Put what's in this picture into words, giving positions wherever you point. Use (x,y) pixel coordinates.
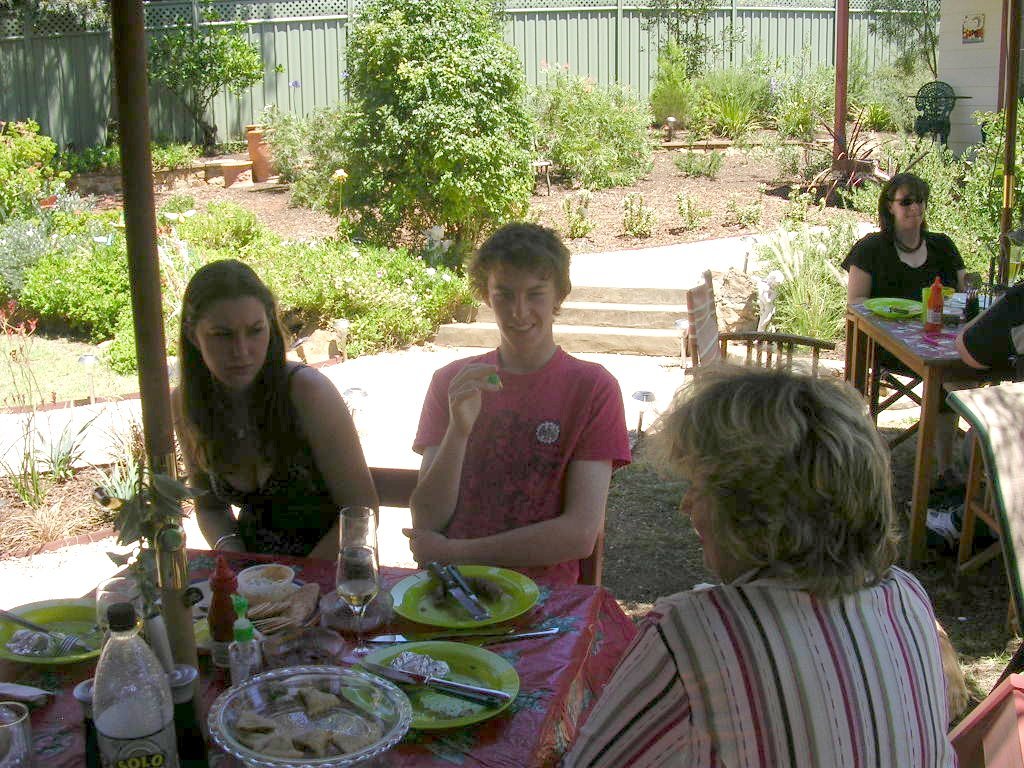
In this picture we can see one man (505,423) and three women (914,233) sitting on chairs (598,572) and in front of them on table (251,576) we have plates (482,673), knife (427,680), bottle (133,682), vase (154,611), some food item (299,619), glass (22,711) and in background (666,316) we can see trees (529,160), steps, fence (611,32), chair (943,89), wall (944,65), pillar (843,13).
